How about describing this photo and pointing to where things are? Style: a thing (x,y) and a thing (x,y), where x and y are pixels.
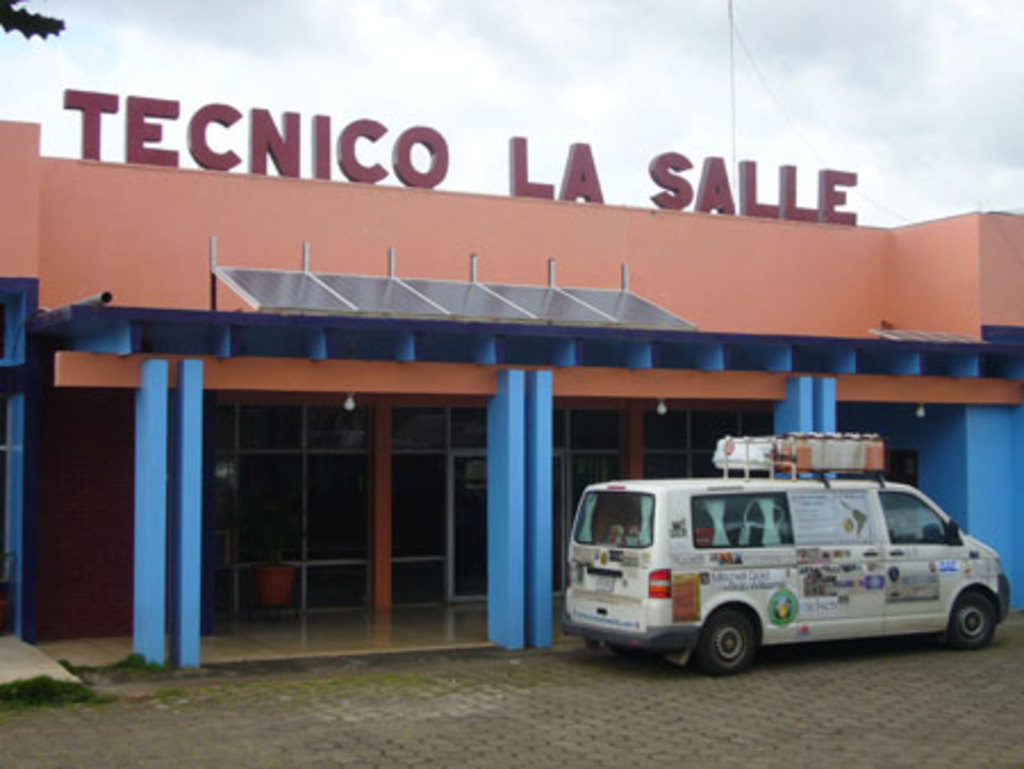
In this picture there is a white van (684,653) parked in the front (574,555). Behind we can see the brown and blue color building (909,309).
